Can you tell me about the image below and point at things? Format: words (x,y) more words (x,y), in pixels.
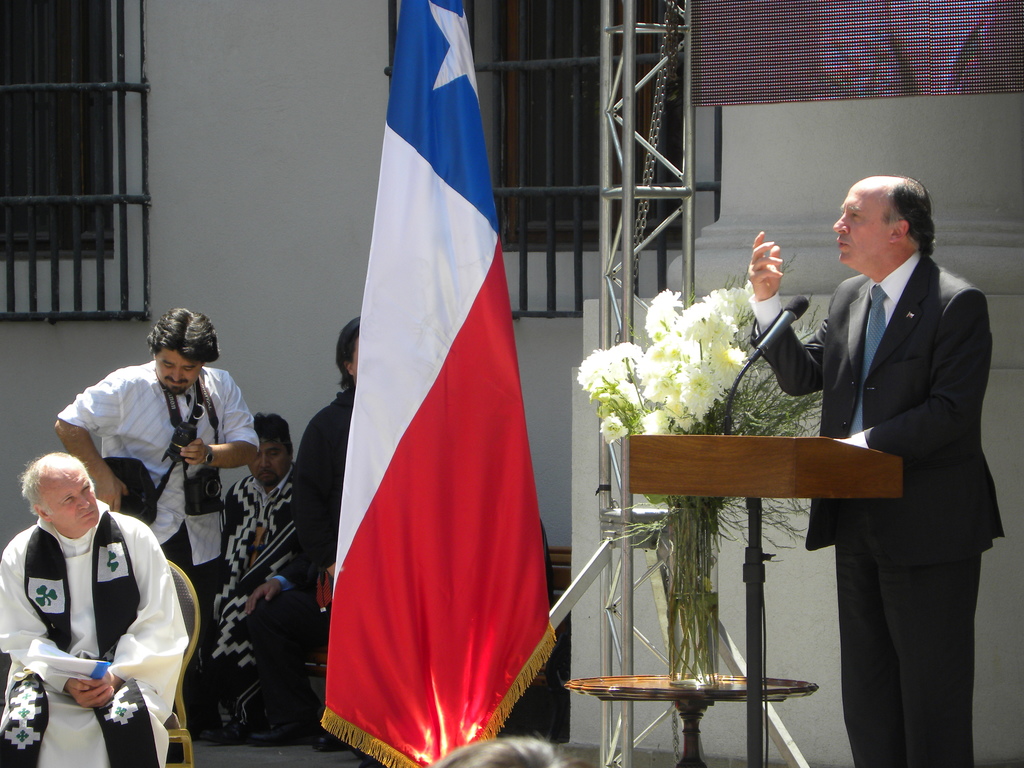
On the right side (900,424) there is a person (877,417) standing and talking. In front of him there is a stand (780,455) with mic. Near to that there is a stand (630,282). Also there is a flag (459,327). On the left side (122,541) there is a person (145,533) sitting on the chair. In the back (199,436) there are many people (240,444). In the background (178,178) there is a building (200,86) with windows (66,119).
